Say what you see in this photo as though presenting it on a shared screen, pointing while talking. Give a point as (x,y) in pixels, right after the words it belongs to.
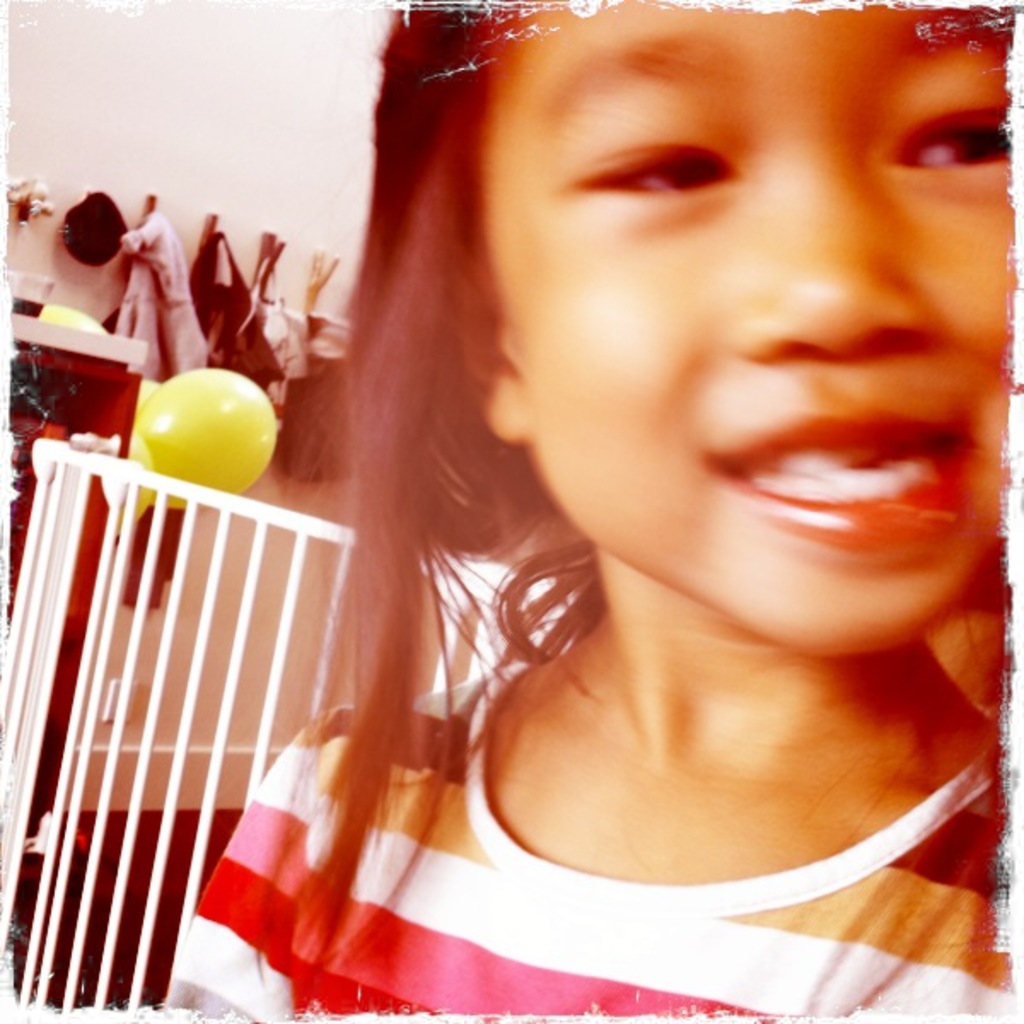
In the center of the image (475,514) there is a girl (336,841). In the background (141,325) we can see clothes (217,312), balloons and wall (155,115).
